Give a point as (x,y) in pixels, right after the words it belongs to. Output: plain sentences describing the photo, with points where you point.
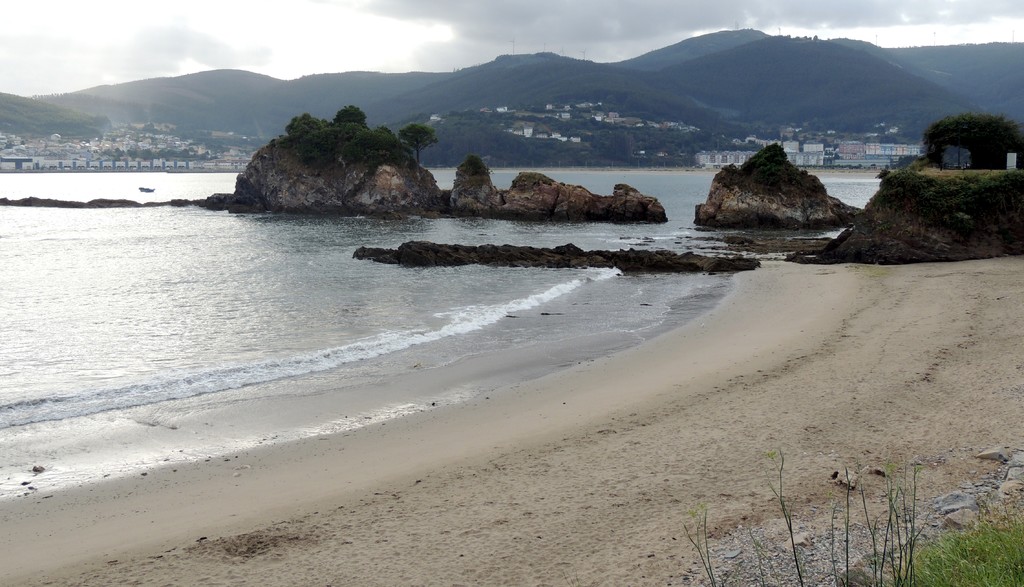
On the right side (994,569), there is grass (998,545) on the ground (541,420) near sand surface (596,404) on the ground (461,452). Which is beside, tides (166,323) of the ocean (189,251). In the background (451,209), there are plants (967,217) on the rocks (341,168), there are buildings (910,145), there are trees (965,137), mountains (509,66) and clouds (335,30) in the sky (158,33).
